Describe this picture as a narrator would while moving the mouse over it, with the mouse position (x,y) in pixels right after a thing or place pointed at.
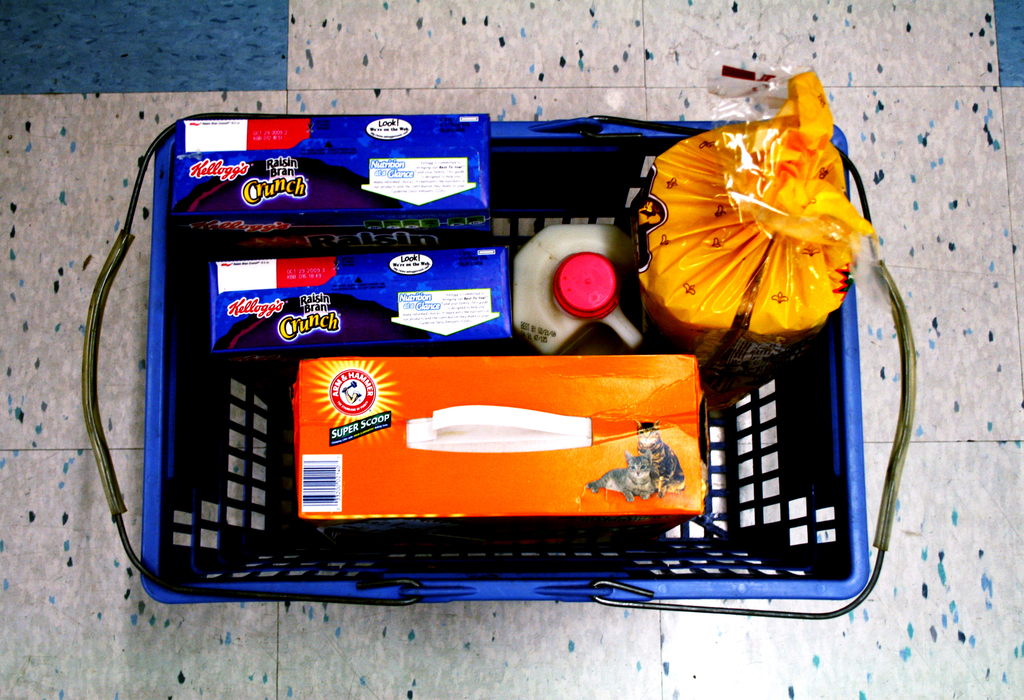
In this image we can see a basket (813,585) which is placed on the surface (771,629) containing some boxes (349,365), a container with a lid (566,268) and a packet (796,341).
